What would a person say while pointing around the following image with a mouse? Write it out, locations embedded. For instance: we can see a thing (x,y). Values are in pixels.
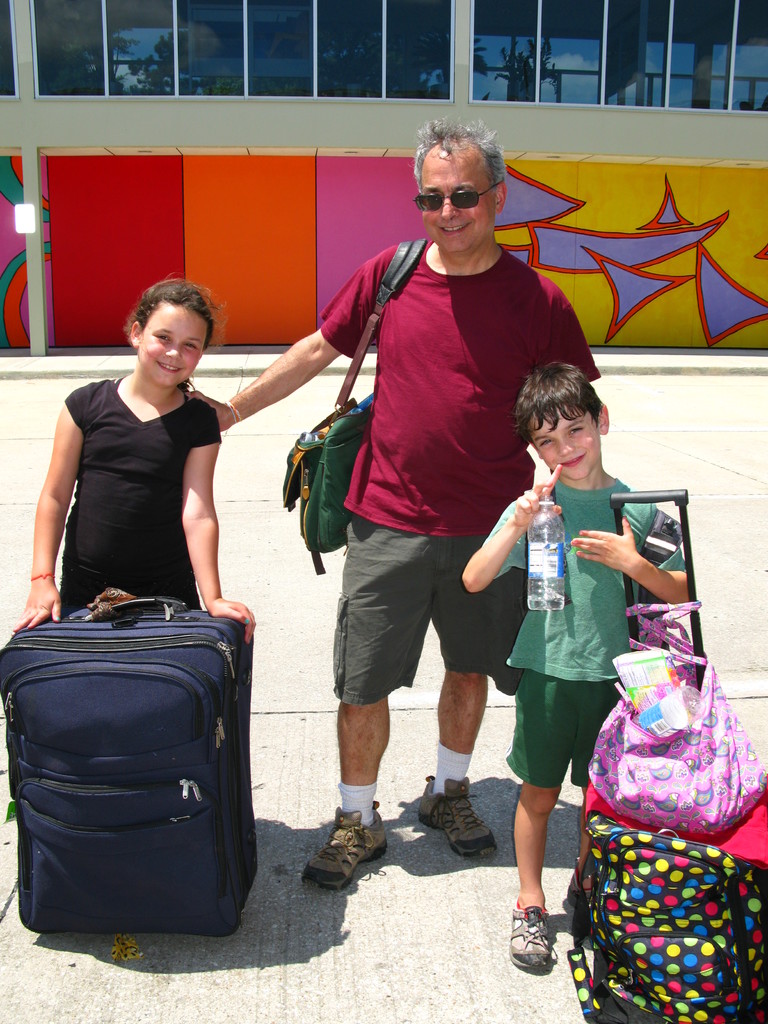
In this image in the middle (429,461) there is a man (464,365) he wears t shirt (458,398), trouser (387,610), handbag (346,541) and shoes (432,826) he is smiling. On the right (571,621) there is a boy (565,722) he is smiling he holds a bottle (555,584) and luggage (665,743). On the left (78,600) there is a girl (131,485) she is smiling she wear black dress (93,552). In the background (287,228) there is a building (480,105) and window (537,94).
